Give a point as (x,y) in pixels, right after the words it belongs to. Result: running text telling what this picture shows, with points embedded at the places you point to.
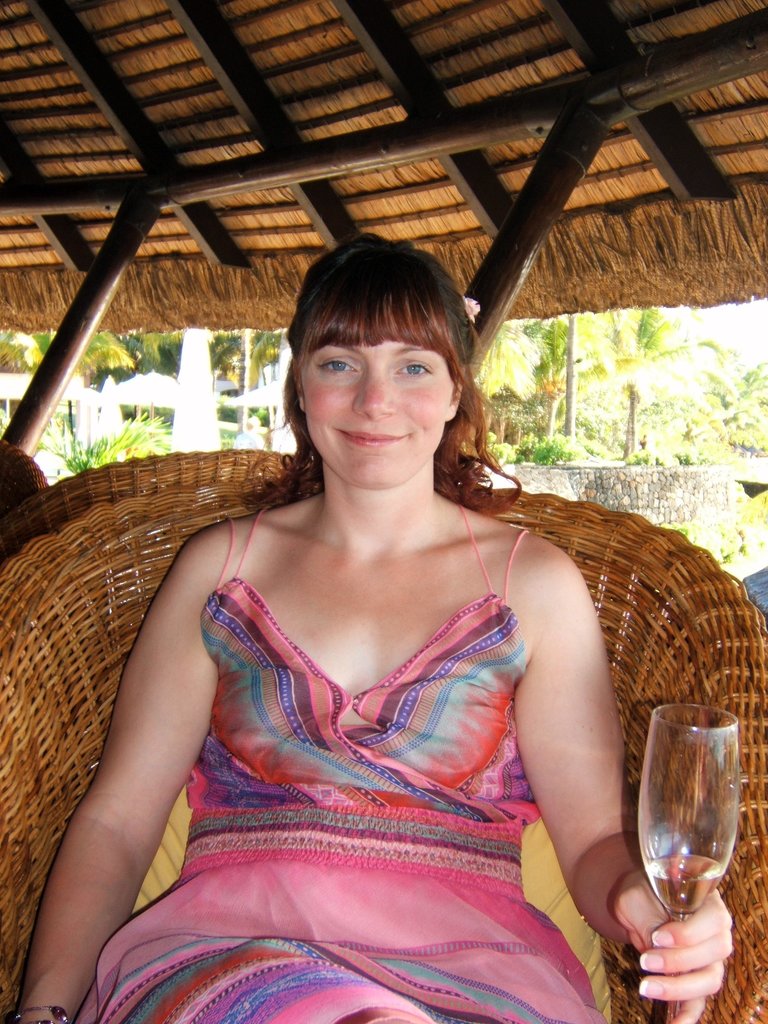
In this I can see a woman (588,616) is sitting on a chair (653,672) and holding a glass (713,824), I can also see a smile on her face (423,406). In the background (630,341) I can see number of trees (540,375).
